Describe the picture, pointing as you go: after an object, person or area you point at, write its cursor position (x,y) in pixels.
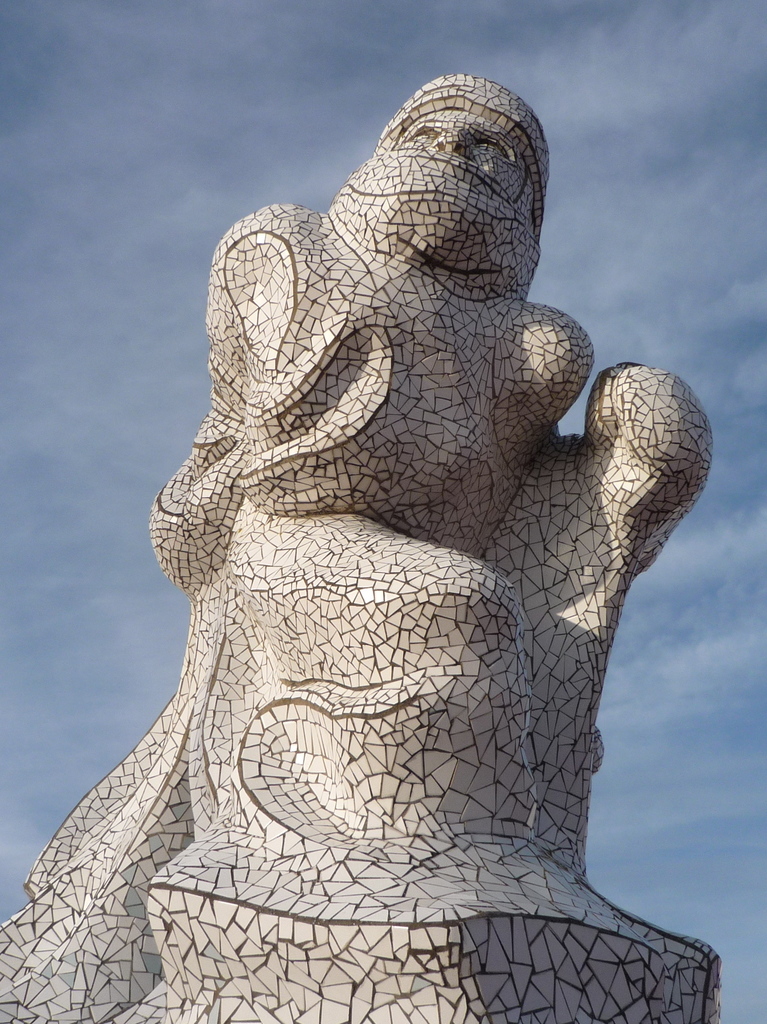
In this image there is a sculpture (295,567). Behind the sculpture (337,768) there is the sky (687,216).
